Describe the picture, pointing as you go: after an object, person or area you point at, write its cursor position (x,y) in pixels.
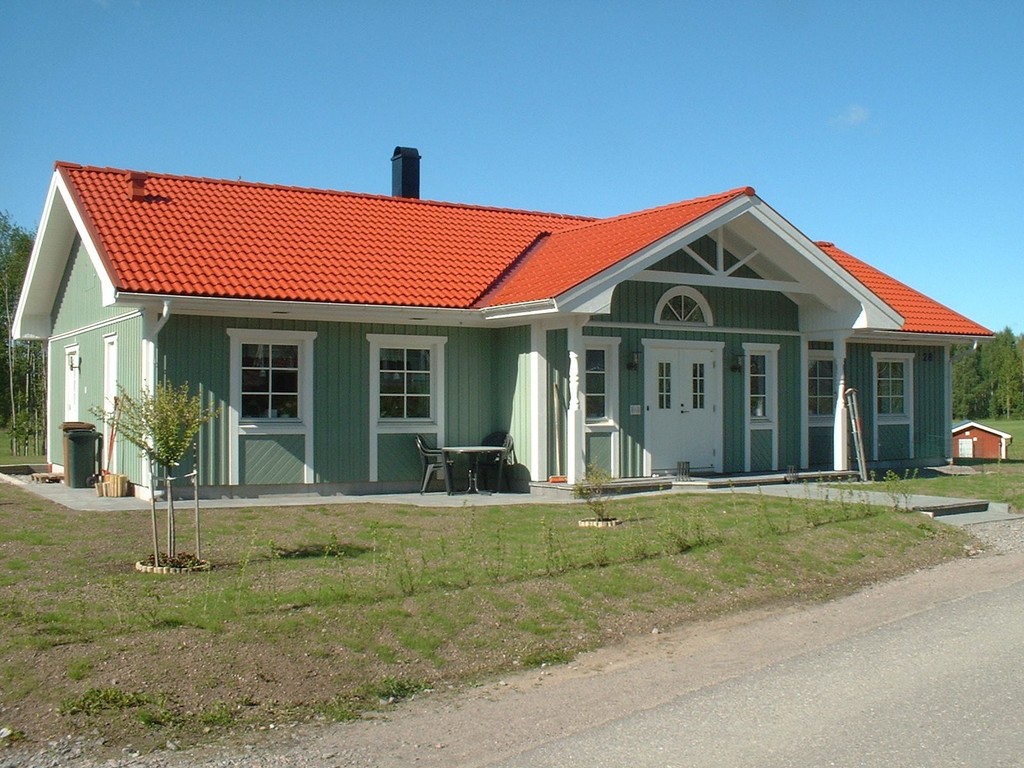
In this image we can see the roof house (514,291) with the windows (682,304) and also the door (665,411). We can also see the table (470,450) with the chairs (424,492), some trash bins (76,425), plants (168,426), grass (760,502), path (843,492) and also the trees (1000,385) in the background (999,367). At the top (604,102) we can see the sky (734,106) and at the bottom (874,644) we can see the road (841,660).
